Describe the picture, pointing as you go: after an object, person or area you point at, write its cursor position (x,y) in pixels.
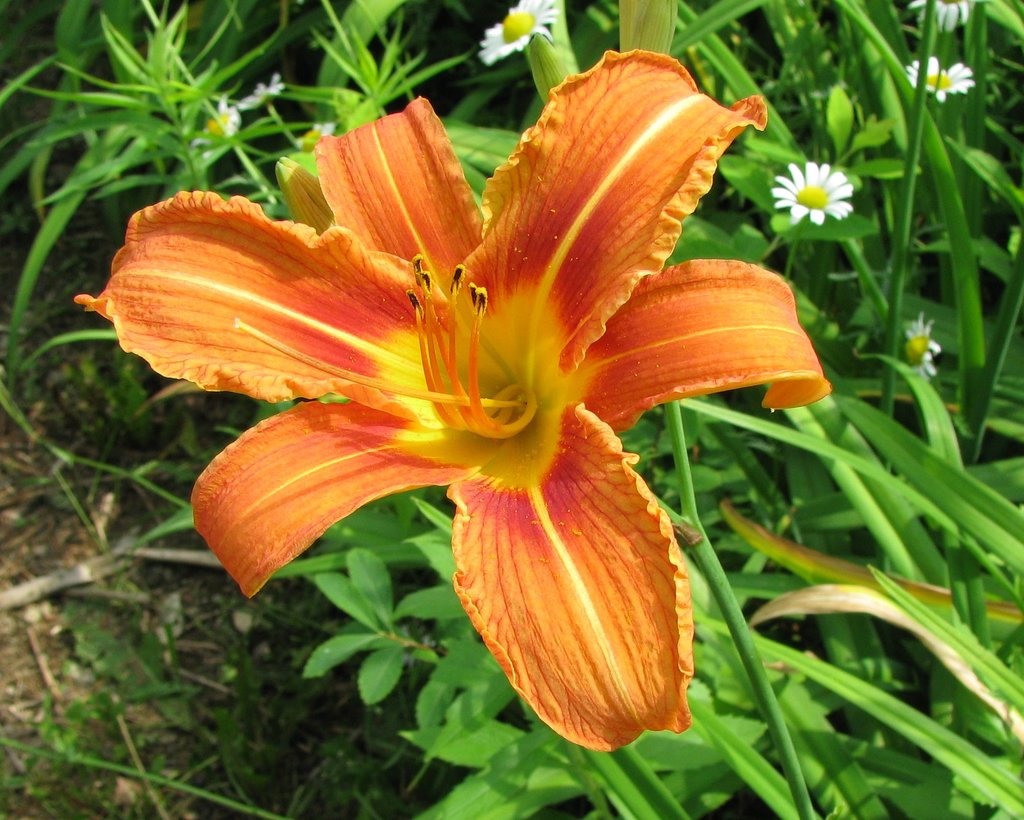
In this picture we can see flower plants (315,313).
